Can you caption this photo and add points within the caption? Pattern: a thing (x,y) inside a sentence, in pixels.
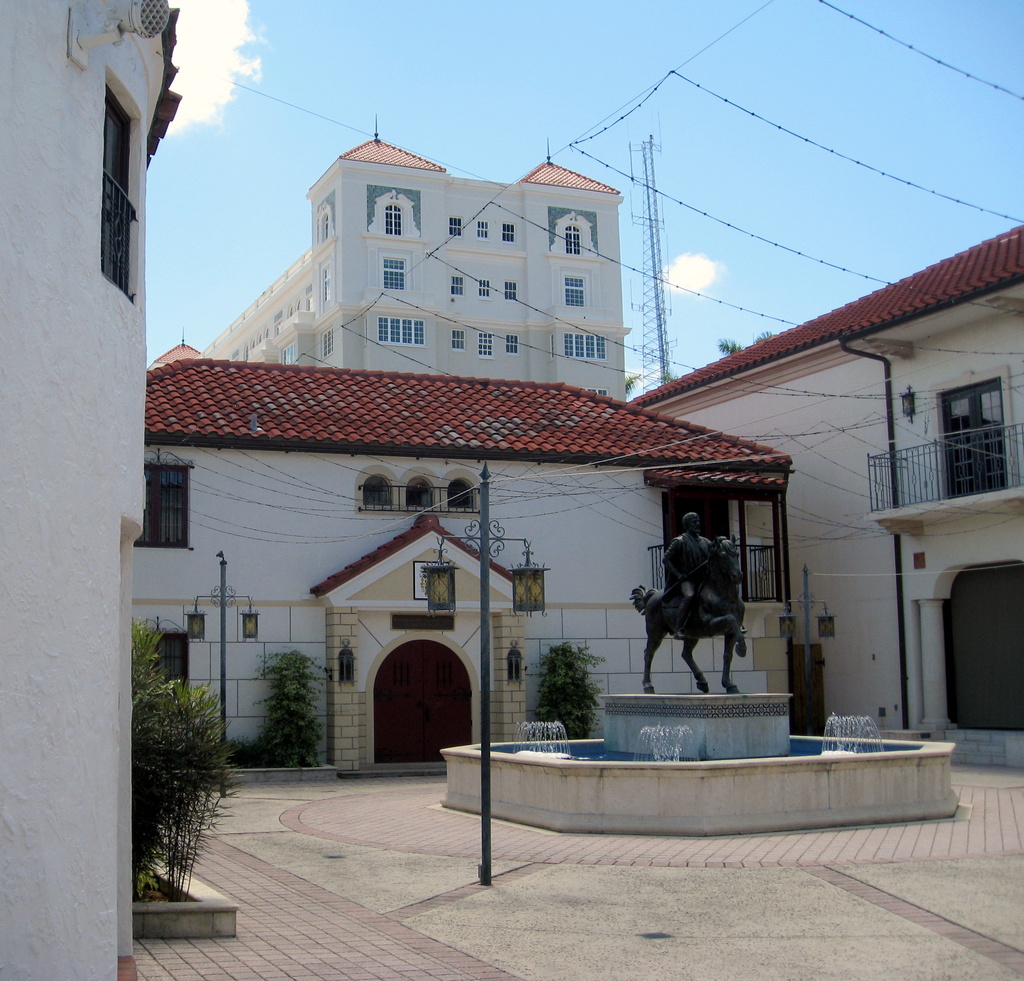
In the image there is a statue of a man (689,618) sitting on the horse (694,621). Below the statue (703,611) there is a fountain (537,738). There are many buildings (498,283) with walls (290,587), windows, doors (435,736), roofs (478,431) and pillars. Also there are poles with lamps (532,584). There are plants (563,663) in this image. At the top of the image (290,119) there is a sky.
